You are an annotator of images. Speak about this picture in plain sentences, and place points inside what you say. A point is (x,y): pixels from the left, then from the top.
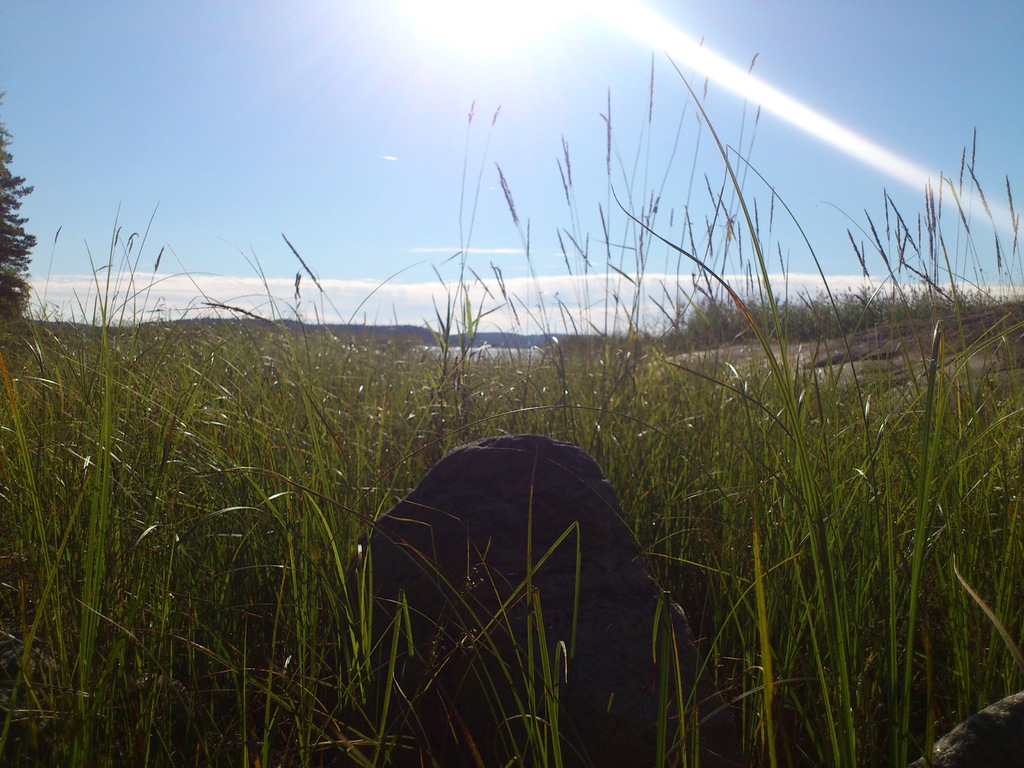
In this picture we can observe a stone (472,484) and some grass (334,459) on the ground (357,431). On the left side (11,256) we can observe a tree (11,240). In the background (440,182) there is a sky (391,259) with some clouds (659,280) and a sun (536,47).
